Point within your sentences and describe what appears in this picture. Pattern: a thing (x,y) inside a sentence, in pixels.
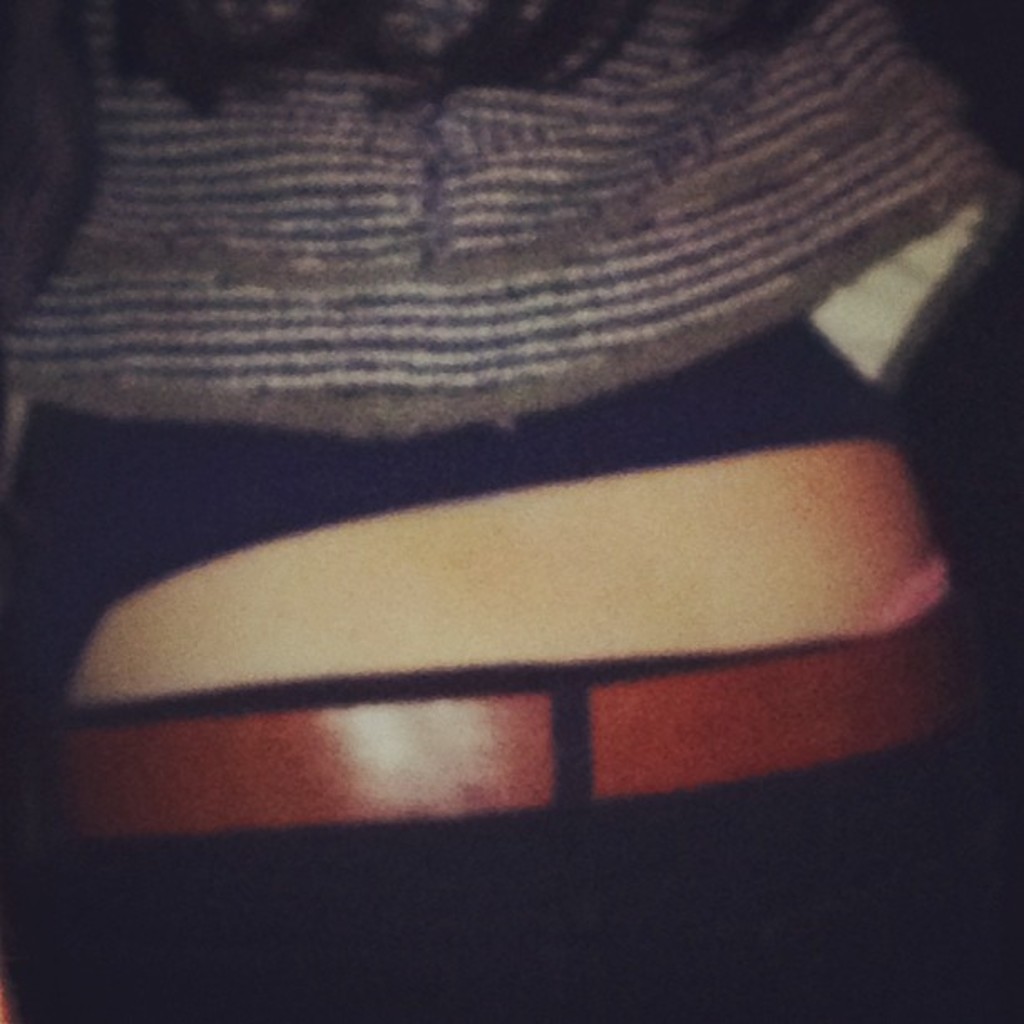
In this image there is a person (318,459) wearing belt (303,732) and shirt (339,152).
